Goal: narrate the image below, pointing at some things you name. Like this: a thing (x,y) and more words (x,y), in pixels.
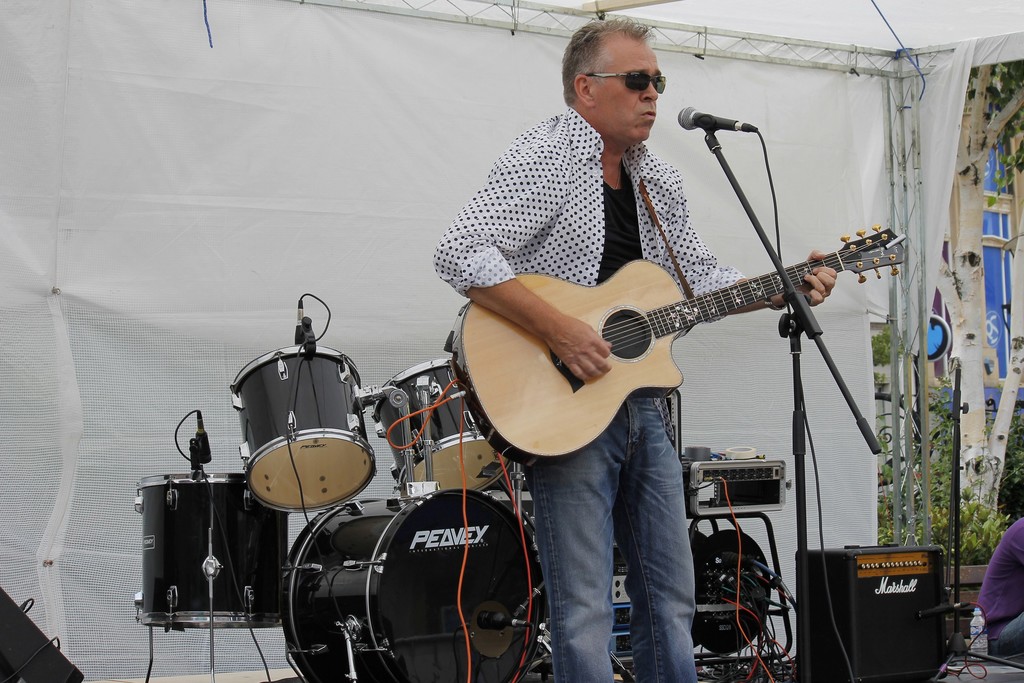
This man (582,595) wore white shirt (571,231), goggle (660,91) and playing guitar (636,308) in-front of mic (706,126). Backside of this man (573,260) there are musical instruments (353,411). This is speaker (903,622). The curtain (404,218) is in white color. Far there are plants (994,529) and building (993,281). A person (1004,573) is sitting and beside this person (994,629) there is a bottle (980,637).
